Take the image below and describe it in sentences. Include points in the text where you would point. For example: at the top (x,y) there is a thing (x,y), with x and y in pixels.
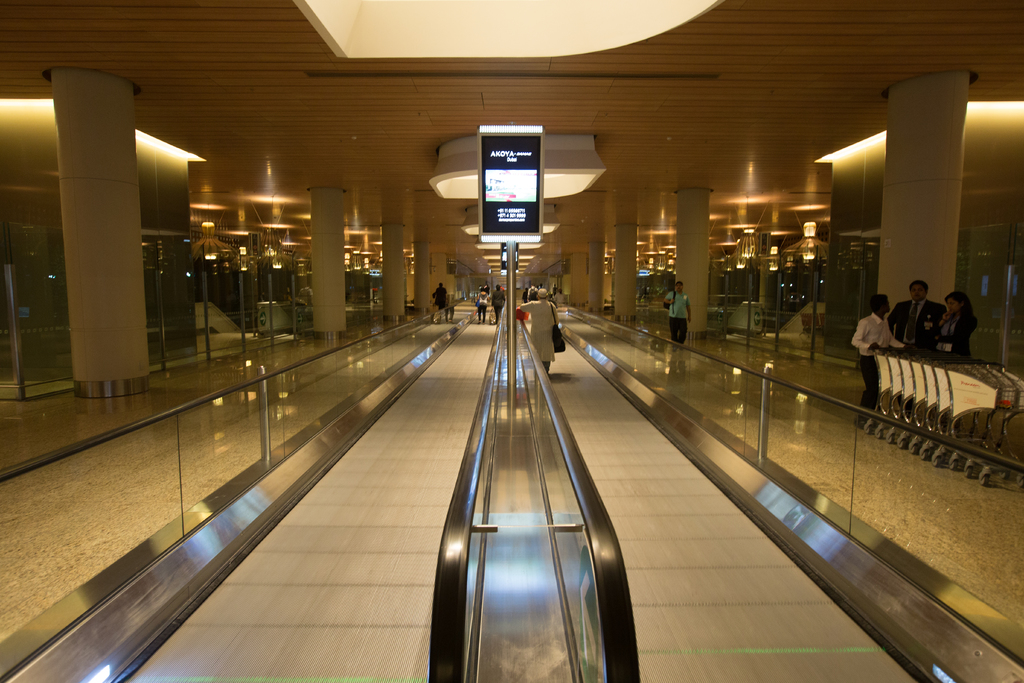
In this image there are walking band escalators (539,402), a person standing on the walking band escalator (622,450), group of people (871,307) standing, trolleys (938,404), a screen (531,236) to the pole (509,285), lights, pillars (706,213).
